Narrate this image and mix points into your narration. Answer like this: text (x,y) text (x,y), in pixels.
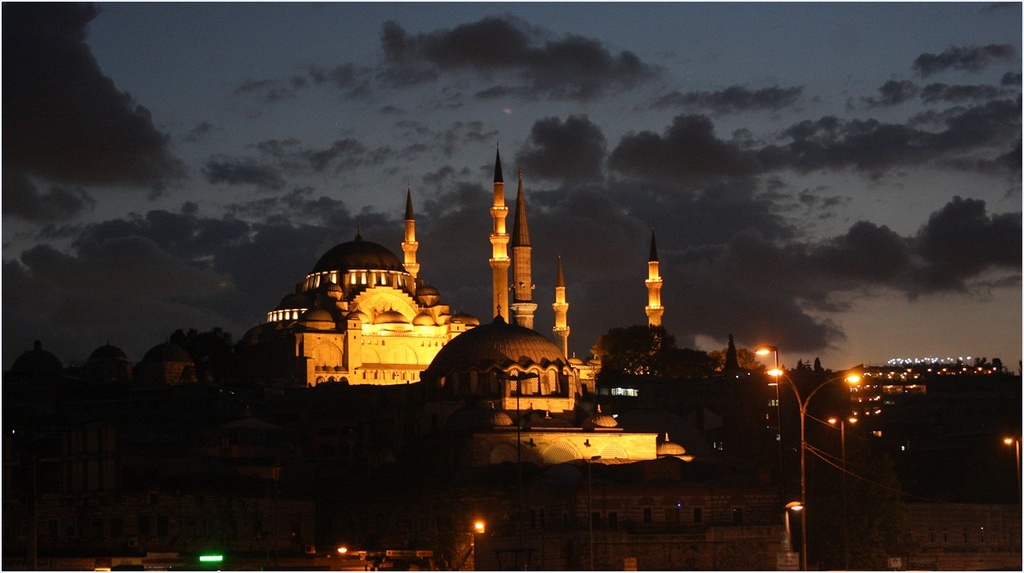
In the center of the image (363,277) we can see a building (393,258) with towers (499,281). To the right side of the image (779,397) we can see light poles (1018,448). In the background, we can see a group of trees (813,374) and the cloudy sky (791,178).
